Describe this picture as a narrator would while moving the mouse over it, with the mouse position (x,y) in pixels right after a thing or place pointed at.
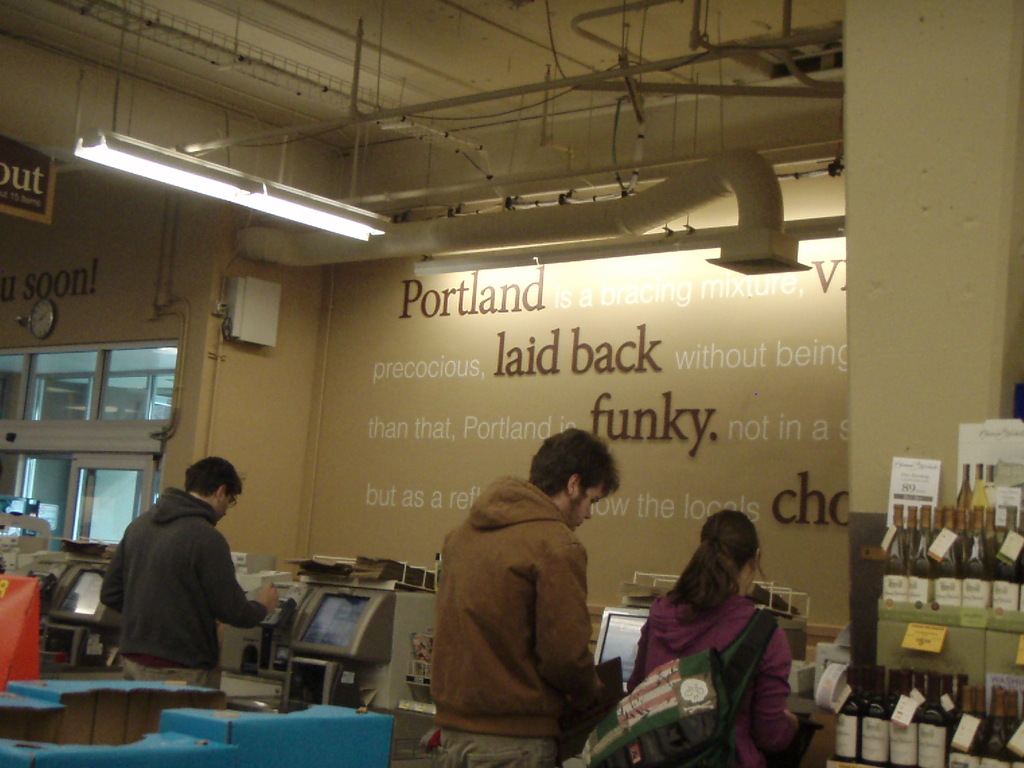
In this picture we can see there are three people (209,584) standing and in front of the people (186,599) there are some machines (409,596). On the right side of the people (534,619) there are some bottles (914,584) in and on the racks (915,656). Behind the machines (421,596) there is a wall (431,454) with some words (427,433), windows (99,411), a clock (43,319) and an object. At the top (429,130) there are pipes (454,236), a light (279,205) and the board (36,200).
